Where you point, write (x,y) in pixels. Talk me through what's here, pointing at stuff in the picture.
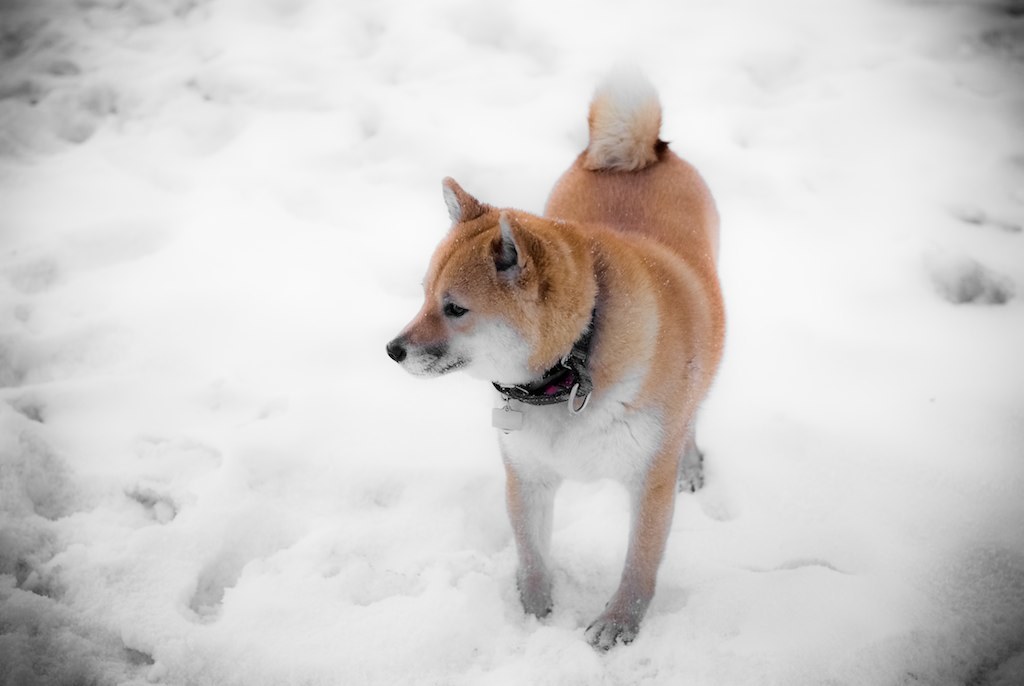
In the image there is a dog (534,349) standing on snow land (288,400).
